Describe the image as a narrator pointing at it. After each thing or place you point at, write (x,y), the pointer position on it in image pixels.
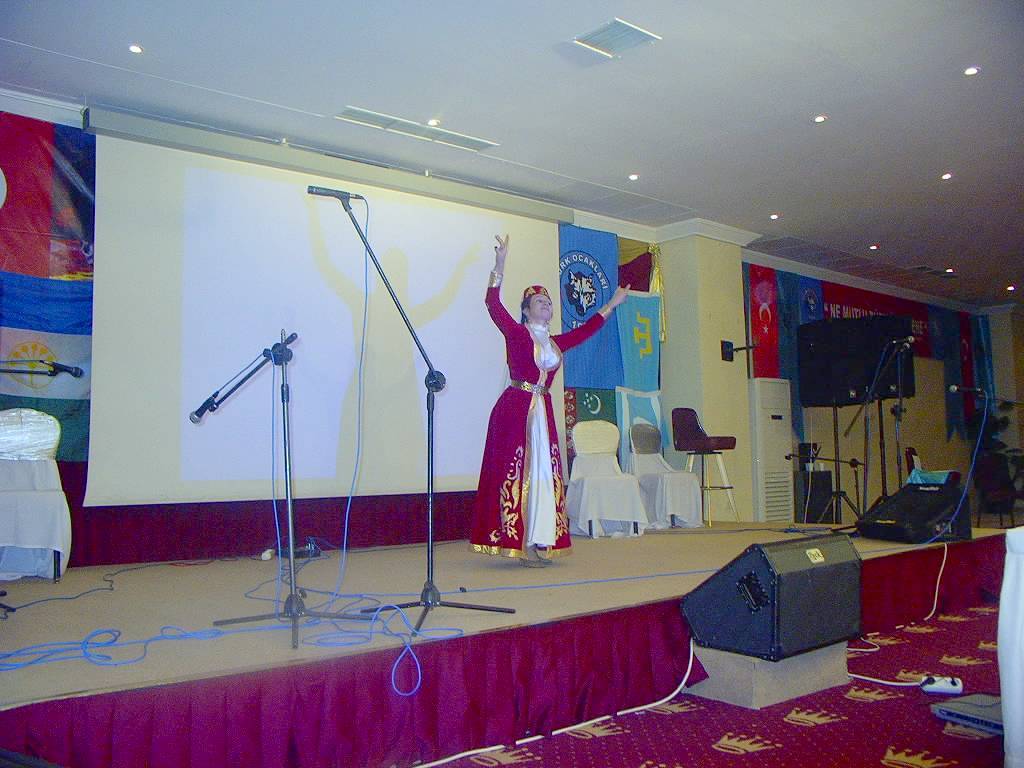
In this picture we can see a woman (506,476) wearing a costume (524,419). There are a few microphones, wires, chairs (594,515), loudspeakers (808,371) and other objects (267,558) on the stage (416,566). We can see a projector screen (144,448) and a few colorful posters (57,379) from left to right. There is a switchboard (940,681), loudspeaker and a carpet (959,668) on the ground (859,666). Some lights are visible on top.
